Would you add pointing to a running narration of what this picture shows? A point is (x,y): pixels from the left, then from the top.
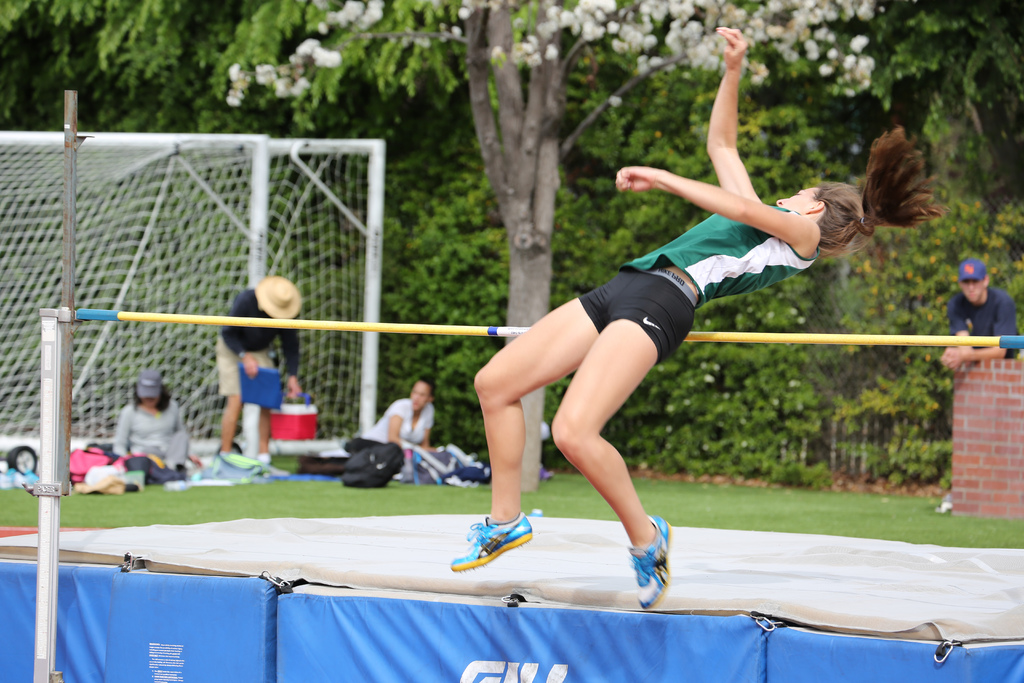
In this image, in the middle (662,311), we can see a woman (746,196) jumping towards back side on the rod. On the right side (1001,381), we can see a brick wall (998,396) and a man (1014,316) standing in front of the brick wall (997,455). On the left side (196,428), we can see a group people (415,426), net fence (308,313). In the background (516,242), we can see some trees (879,124), flowers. At the bottom (743,512), we can see a mat (334,560) and a grass (890,501).
